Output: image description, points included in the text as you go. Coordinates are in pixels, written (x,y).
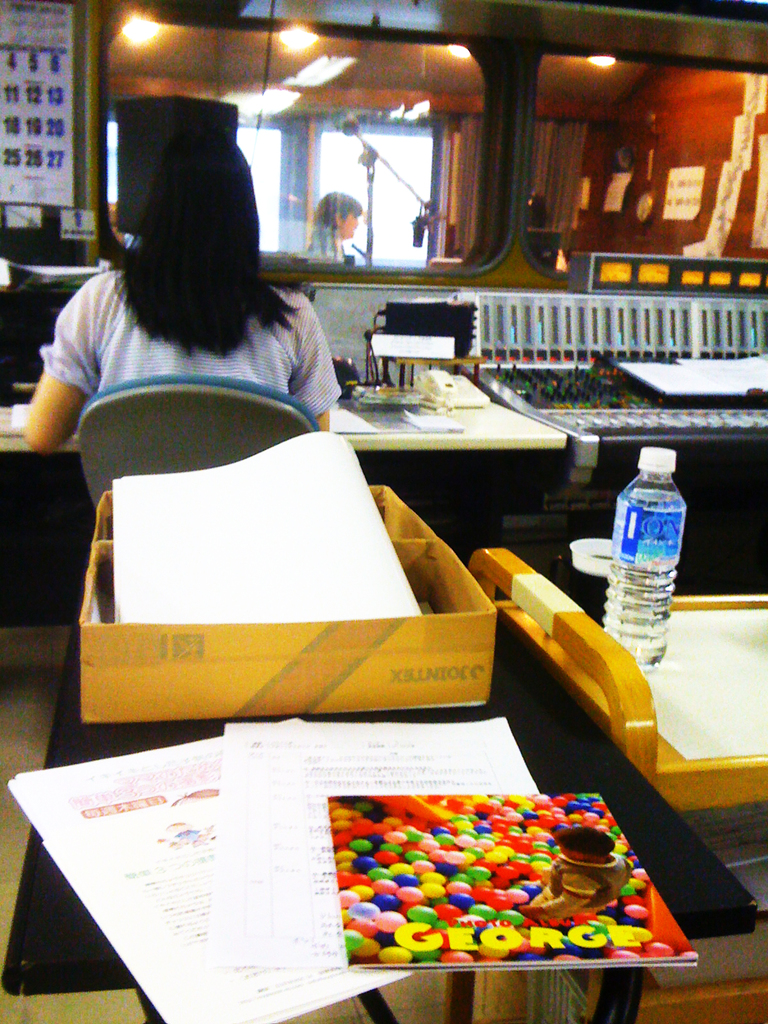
A picture inside of a room (380,823). On this table (524,747) there is a box (395,694), papers (338,743), book (501,817) and bottle (641,578). This is an electronic device (589,377). This is a glass window (324,168). On wall (728,148) there are different type of posters (680,196). This woman (225,240) is sitting on a chair (214,407). A calendar (30,100) is on wall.
